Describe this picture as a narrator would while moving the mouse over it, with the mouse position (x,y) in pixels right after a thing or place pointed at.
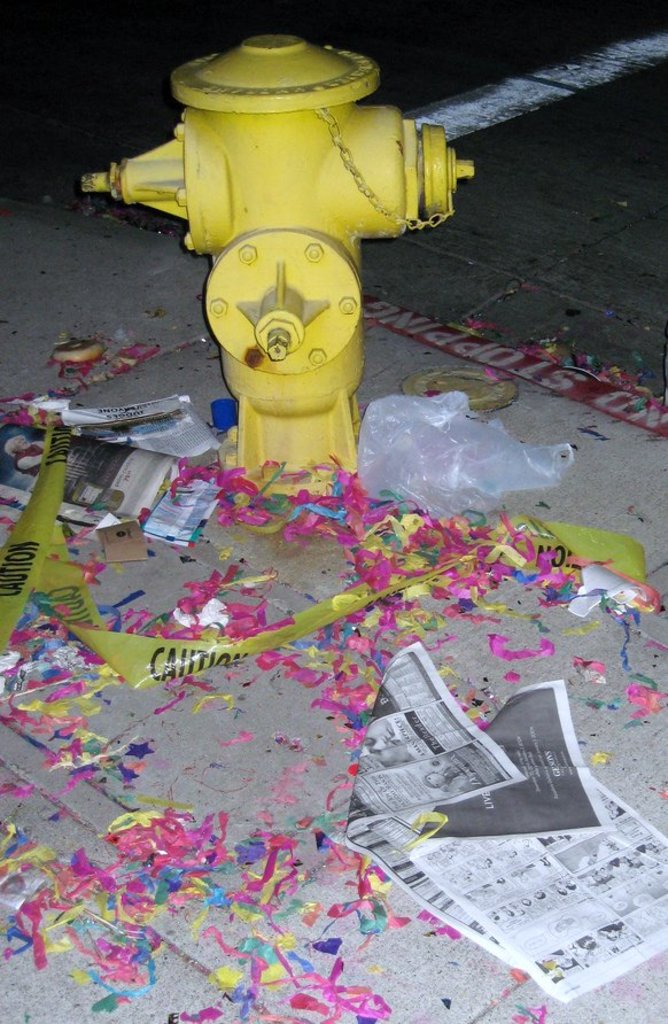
In this picture I can observe a fire hydrant (231,269) which is in yellow color. I can observe some papers (495,836) on the land (415,919).
